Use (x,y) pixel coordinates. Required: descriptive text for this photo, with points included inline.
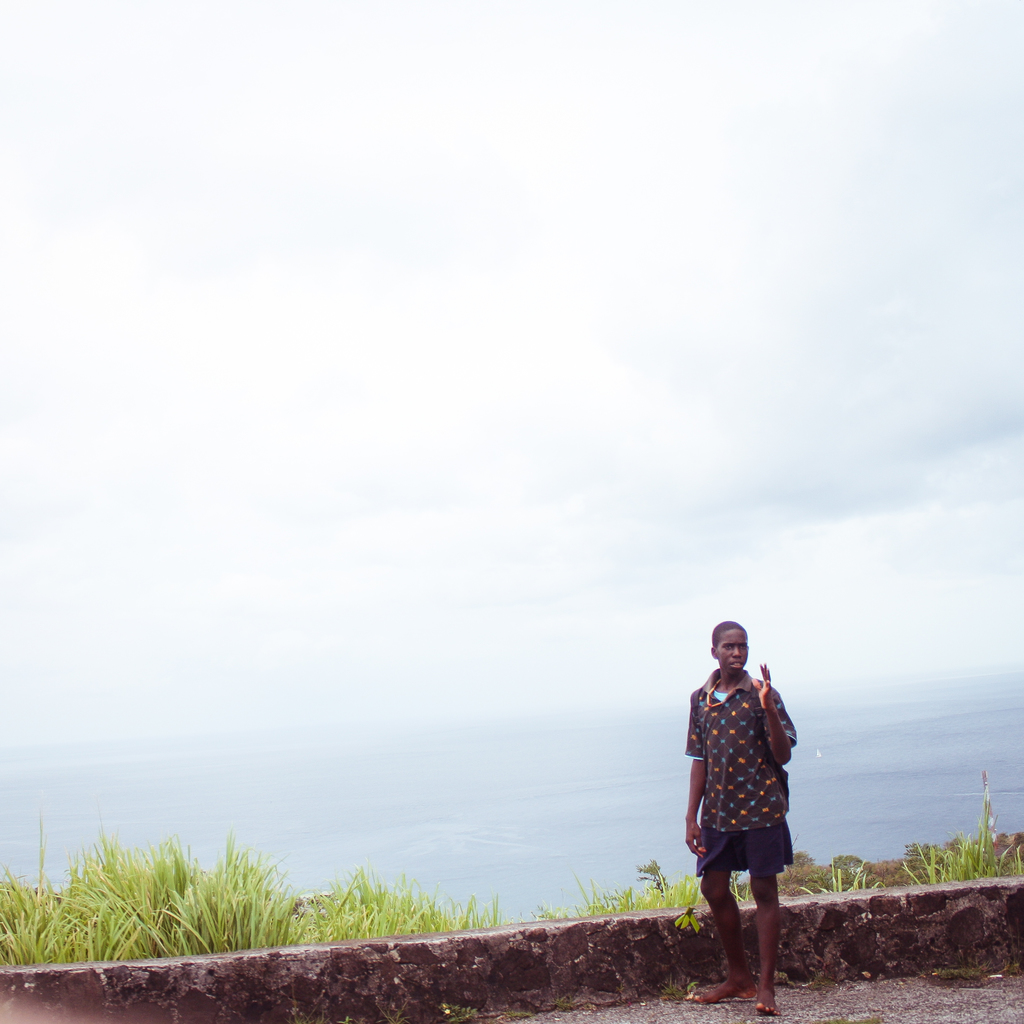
On the right side (743,776) there is a person (716,754) wearing t-shirt (737,796), short (715,830) and standing on the ground (729,1011). Here I can see the grass (290,920). In the background (352,833) there is an Ocean (502,801). At the top of the image (663,309) I can see the sky (480,458).
